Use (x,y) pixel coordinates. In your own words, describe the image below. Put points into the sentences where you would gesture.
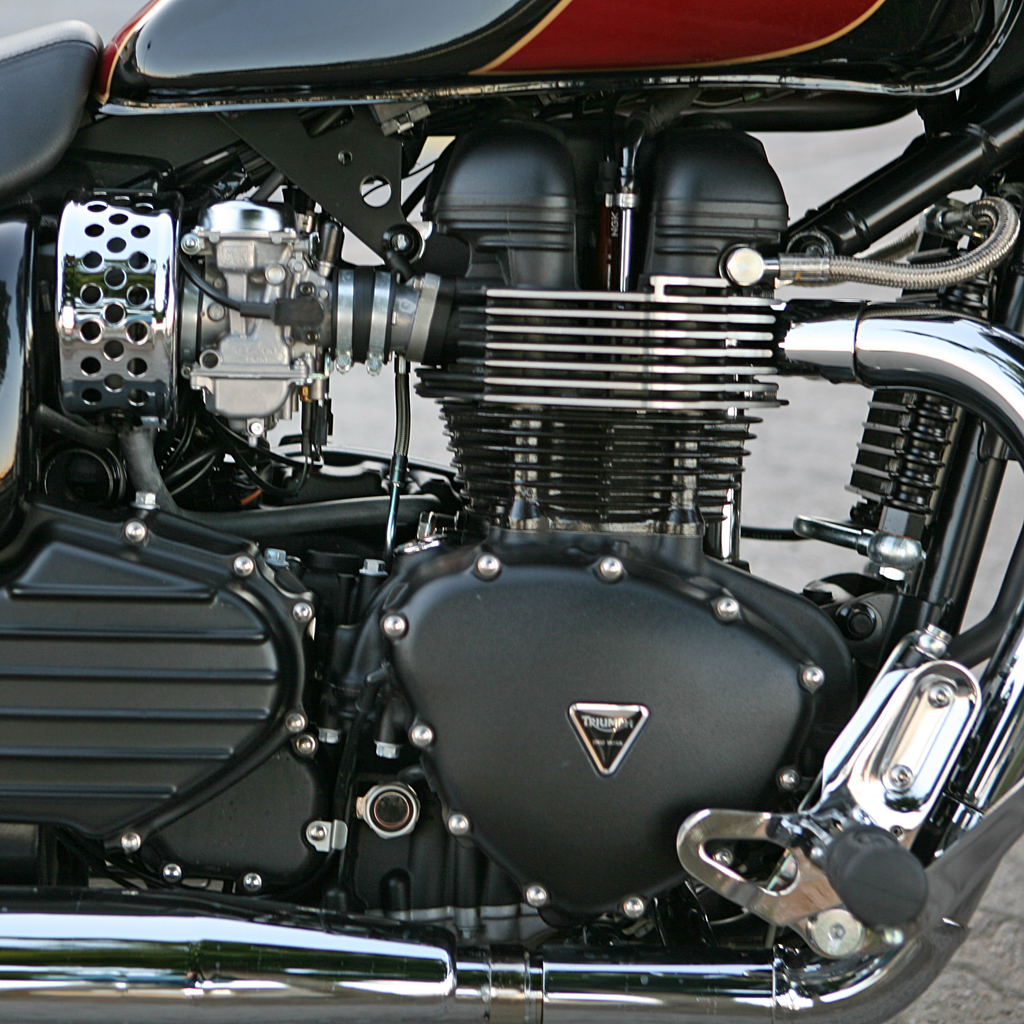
In this image, we can see a vehicle (616,584) and the ground (971,625).
